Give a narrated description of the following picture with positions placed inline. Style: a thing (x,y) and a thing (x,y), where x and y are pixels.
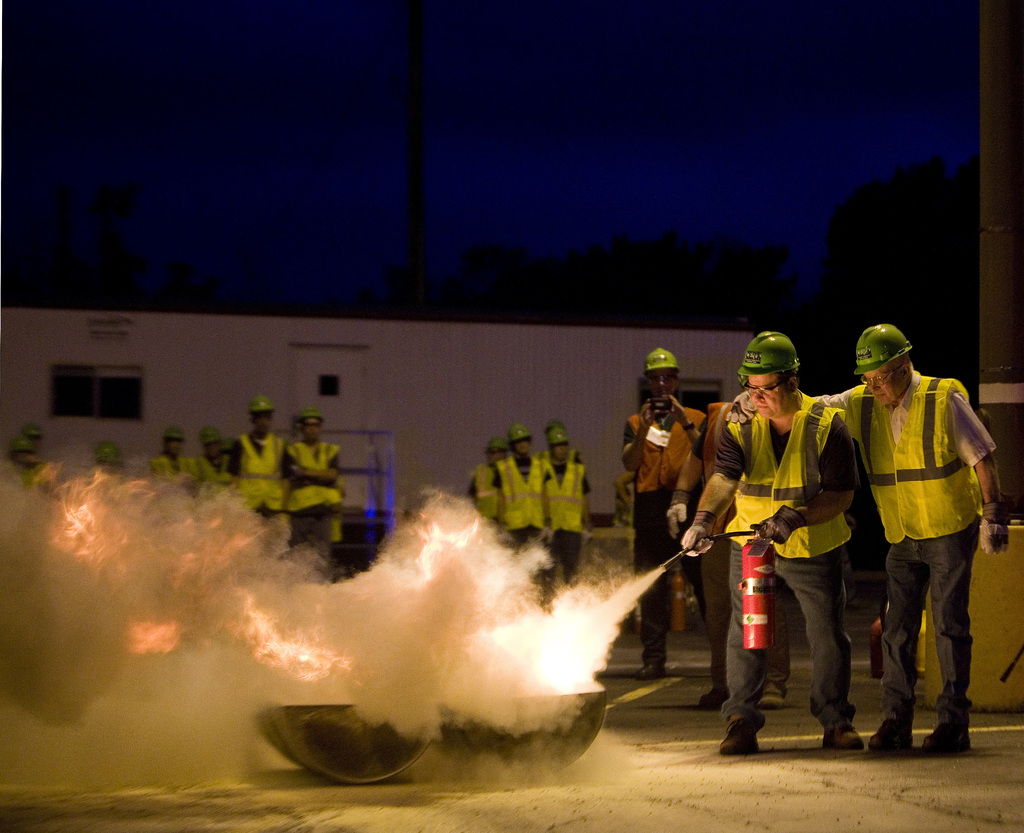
In this image I can see few people (664,473) with aprons (262,466) and helmets (669,356). I can see one person (736,604) is holding the fire extinguisher (748,599) and there is a smoke (249,583) in-front of the people (640,443). In the background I can see the shed (432,364), many trees (873,312) and the sky (404,181).
